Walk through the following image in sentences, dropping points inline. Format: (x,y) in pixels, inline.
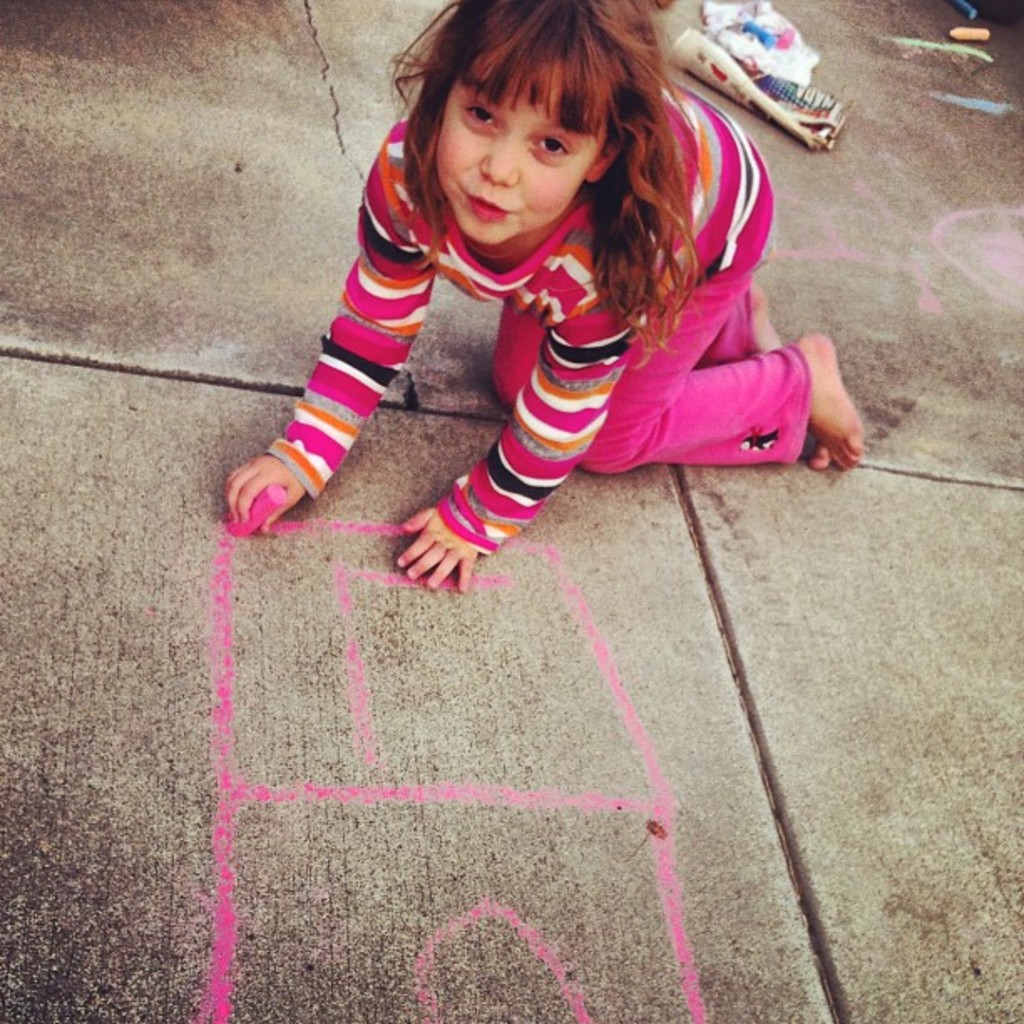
There is one kid (568,405) is in a crawling position on the ground (55,287) as we can see at the top of this image (513,244), and she is holding a piece of chalk (263,521). There are some objects (808,88) kept on the ground (838,72) at the top right side of this image (807,76).
